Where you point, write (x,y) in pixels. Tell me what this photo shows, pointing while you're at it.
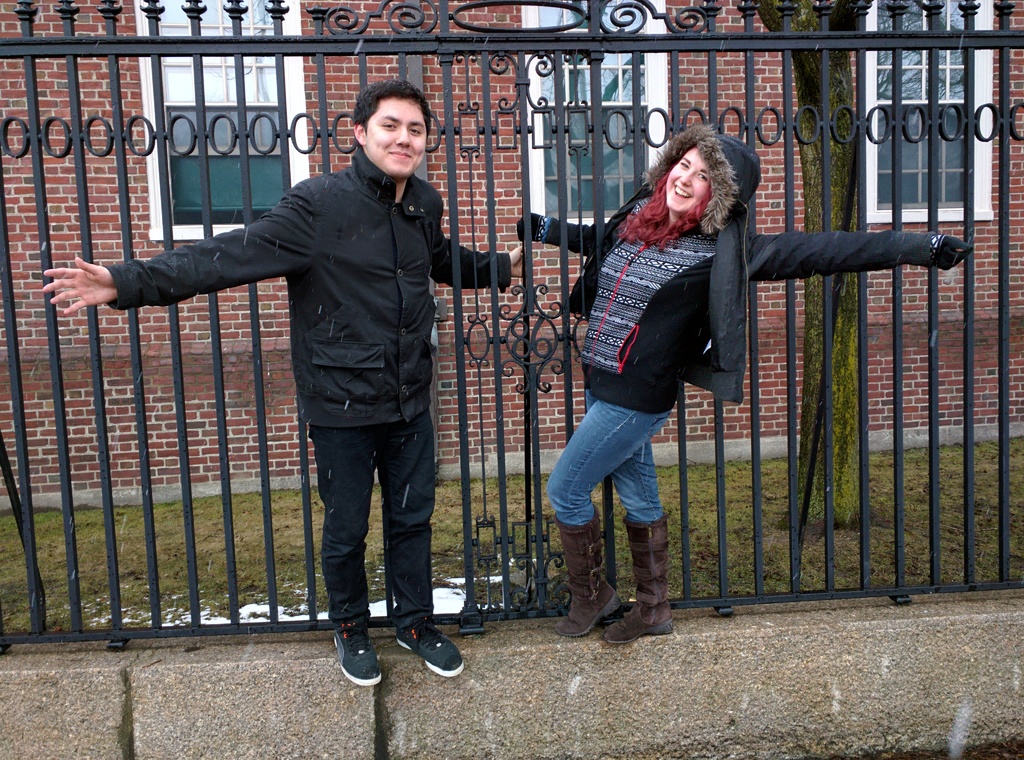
In the background (731,115) we can see bricks wall (54,109), windows (924,144). Near to a grill fence (969,74) we can see a man (322,198) and a woman (669,185) giving pose. They are standing and smiling.
